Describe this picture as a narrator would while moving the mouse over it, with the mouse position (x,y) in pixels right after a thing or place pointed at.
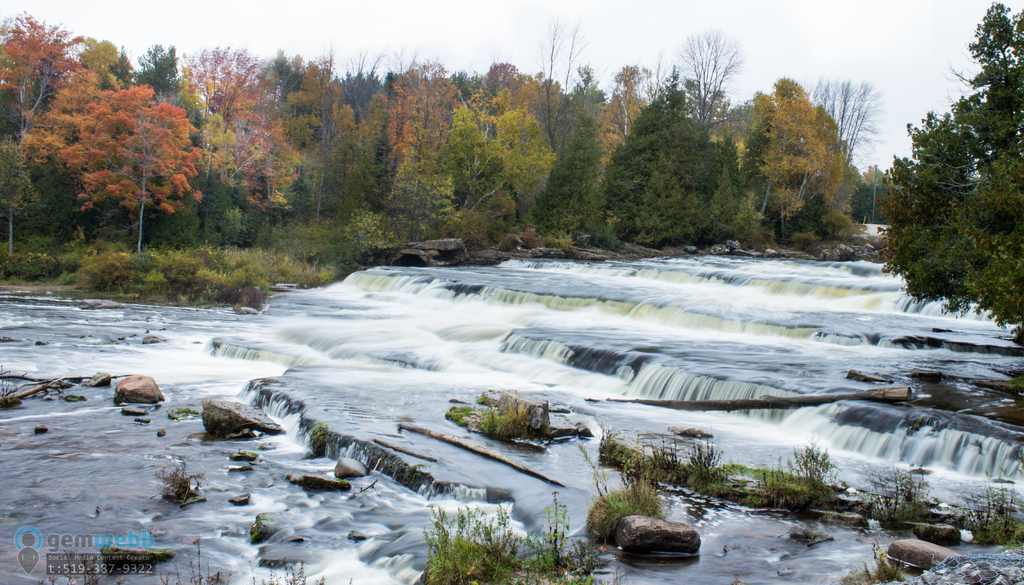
In this picture we can observe a water (297,365) flowing on the ridges (604,350). We can observe some rocks (262,416) and plants (488,564) here. In the background (307,209) there are trees (576,152) and a sky (571,39). We can observe a watermark (104,538) on the left side (71,545).
